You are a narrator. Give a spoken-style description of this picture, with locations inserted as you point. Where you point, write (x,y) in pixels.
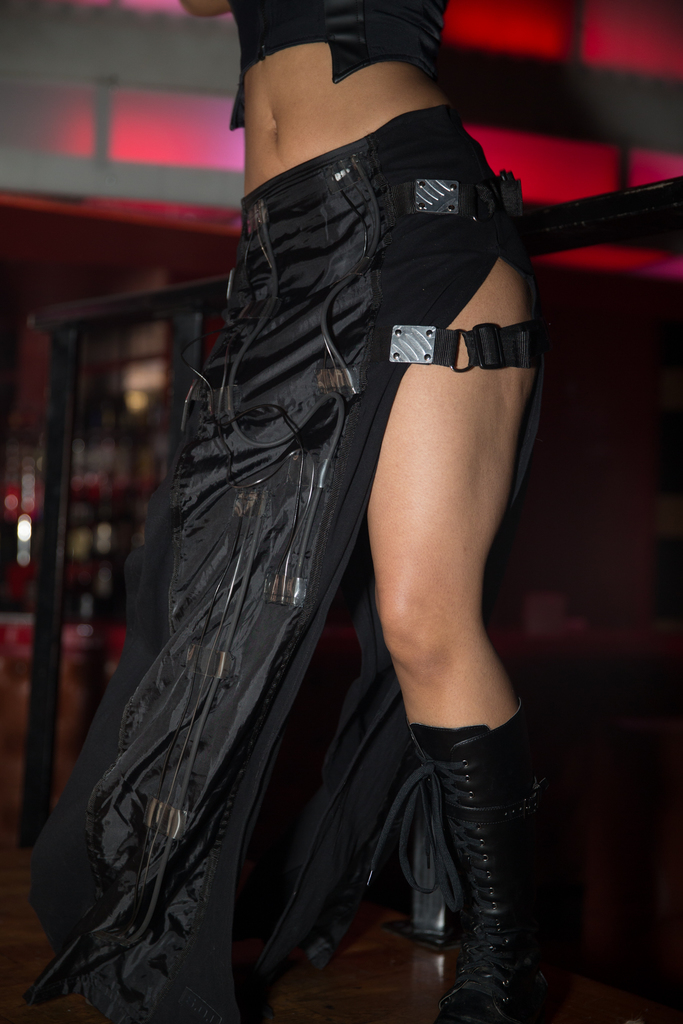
In this image we can see a person (335,104). In the background (161,264) there is a wall (143,31).
